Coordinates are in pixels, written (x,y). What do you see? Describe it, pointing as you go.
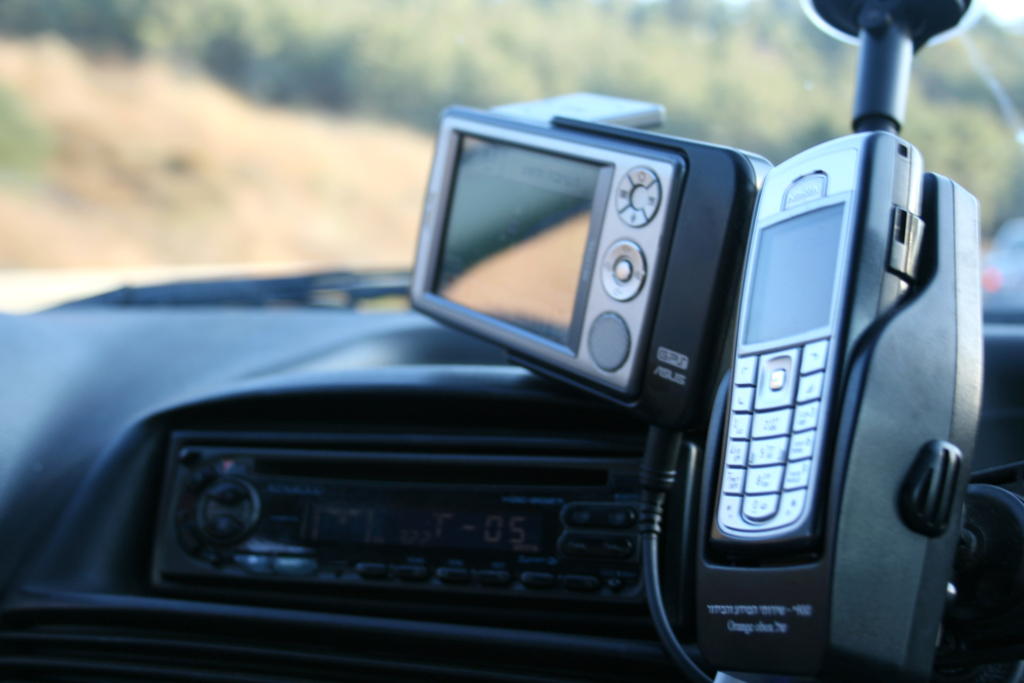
In this picture we can see a phone (806,404) with the mobile stand (863,382). On the left side of the phone (757,320) there is a GPS (638,243), cable (657,540) and an mp3 player (337,507) in the vehicle (687,543). Behind the GPS (592,311) there is a glass (255,173) and some blurred objects (811,68).
